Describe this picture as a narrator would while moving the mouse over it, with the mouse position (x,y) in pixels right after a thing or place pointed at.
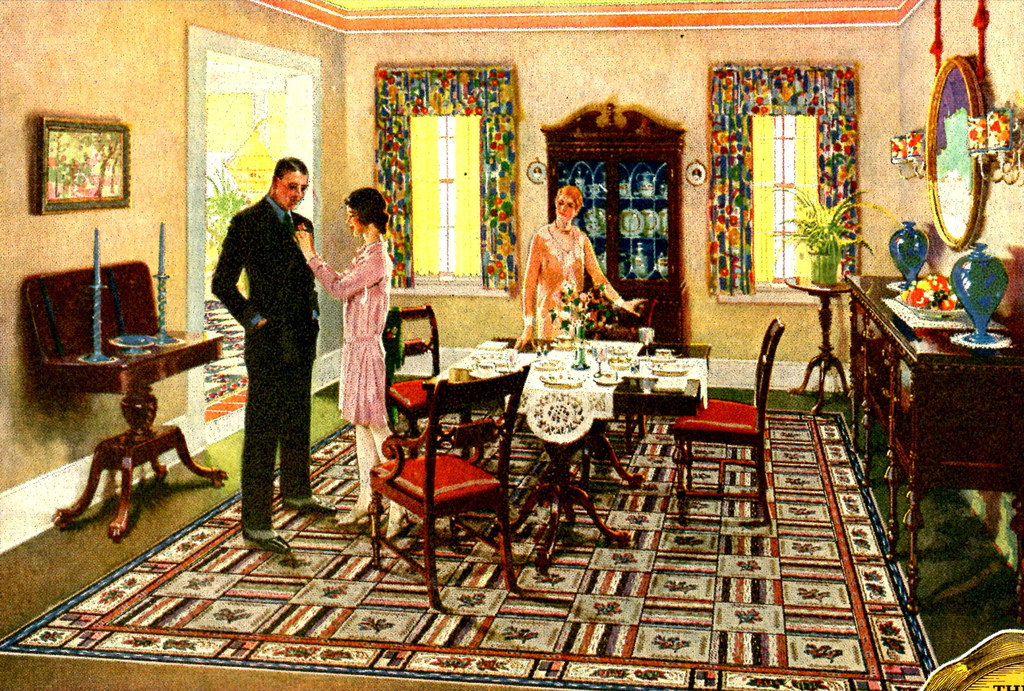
In this picture there is a painting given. There are man (298,417) and a woman (352,382) standing beside the dining table (530,394) on which some plates (488,358) were placed. There is another woman (556,287) standing in front of dining table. In the background (597,146) there is a cupboard (598,192), curtains (437,206) and a windows (782,213) here. We can observe a plant (810,246) and a mirror (966,164) in the right side (947,184).
